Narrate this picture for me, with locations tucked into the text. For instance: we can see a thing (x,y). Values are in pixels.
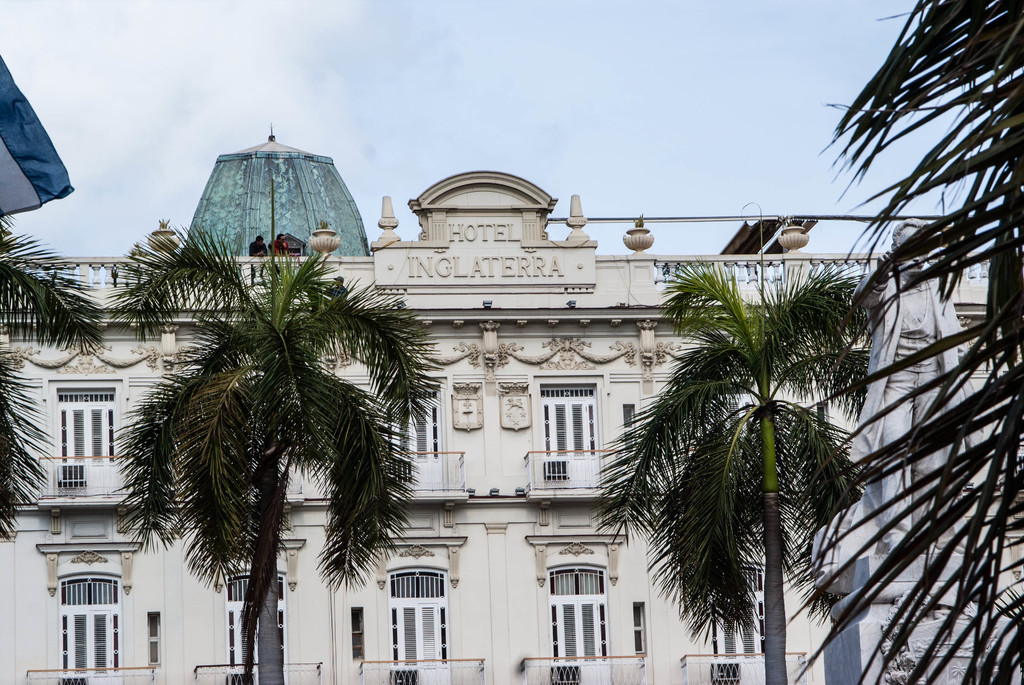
In this picture we can see a building (618,455) and in front of the building (496,416) there are trees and a statue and behind the building (517,403) there is a sky (520,151).
